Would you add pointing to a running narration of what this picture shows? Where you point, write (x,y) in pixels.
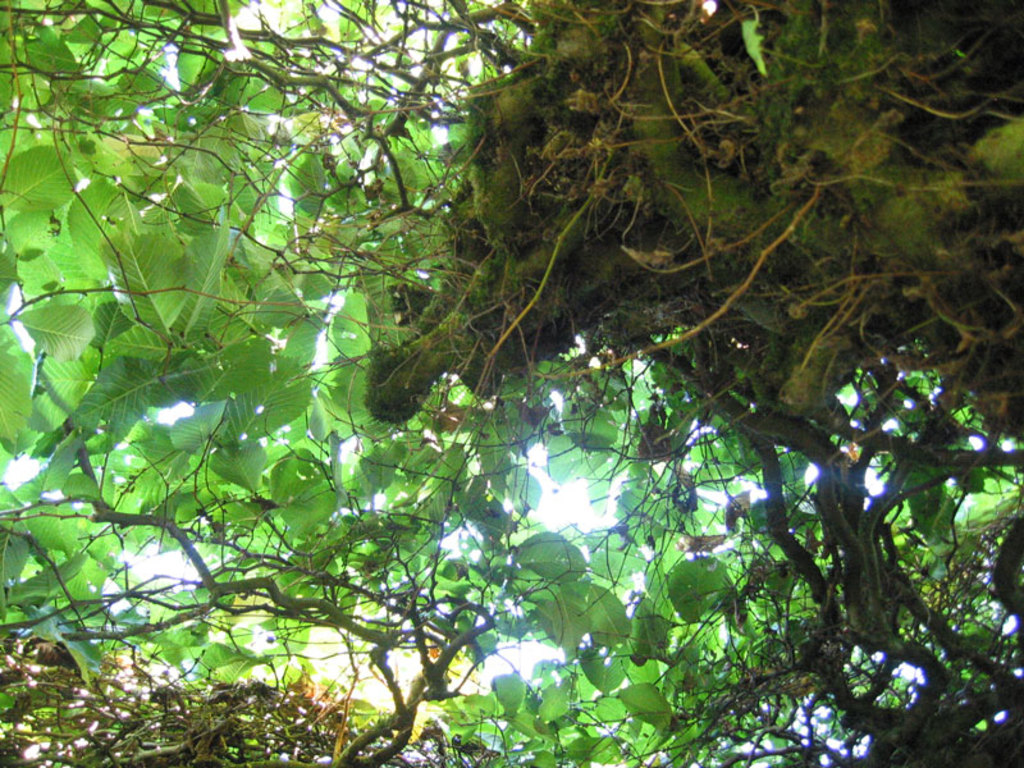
As we can see in the image there are trees (664,319).
